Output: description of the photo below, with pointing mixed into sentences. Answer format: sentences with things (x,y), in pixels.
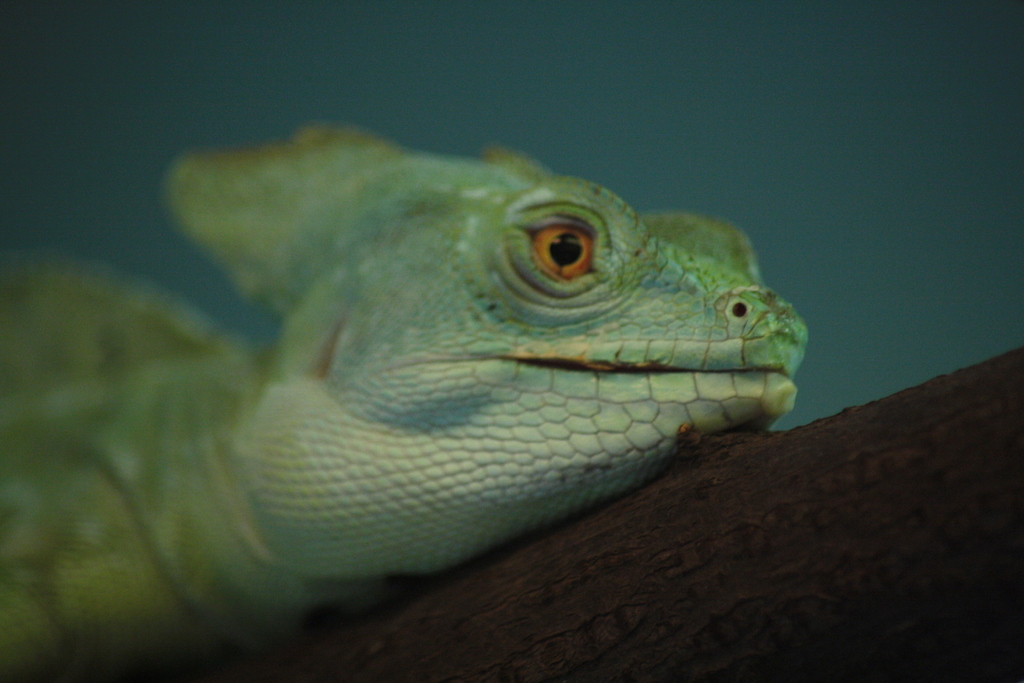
In this image in the front (304,467) there is a lizard (384,411) on the object (695,582) which is brown in colour.
